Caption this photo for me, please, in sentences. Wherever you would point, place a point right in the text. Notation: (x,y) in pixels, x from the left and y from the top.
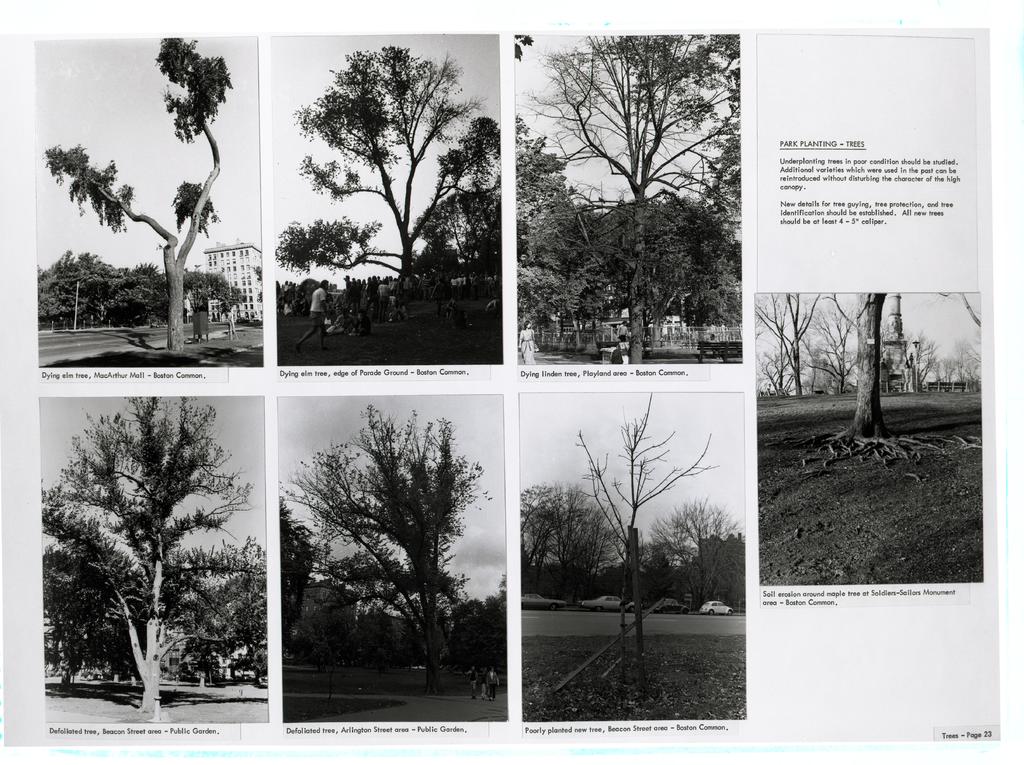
The picture is collage of images. In this picture there are trees (170,317). On the right (805,213) there is text (817,208). On the left (209,267) there are buildings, in the images. In the images there are people (382,315) and vehicles (681,609) also.
